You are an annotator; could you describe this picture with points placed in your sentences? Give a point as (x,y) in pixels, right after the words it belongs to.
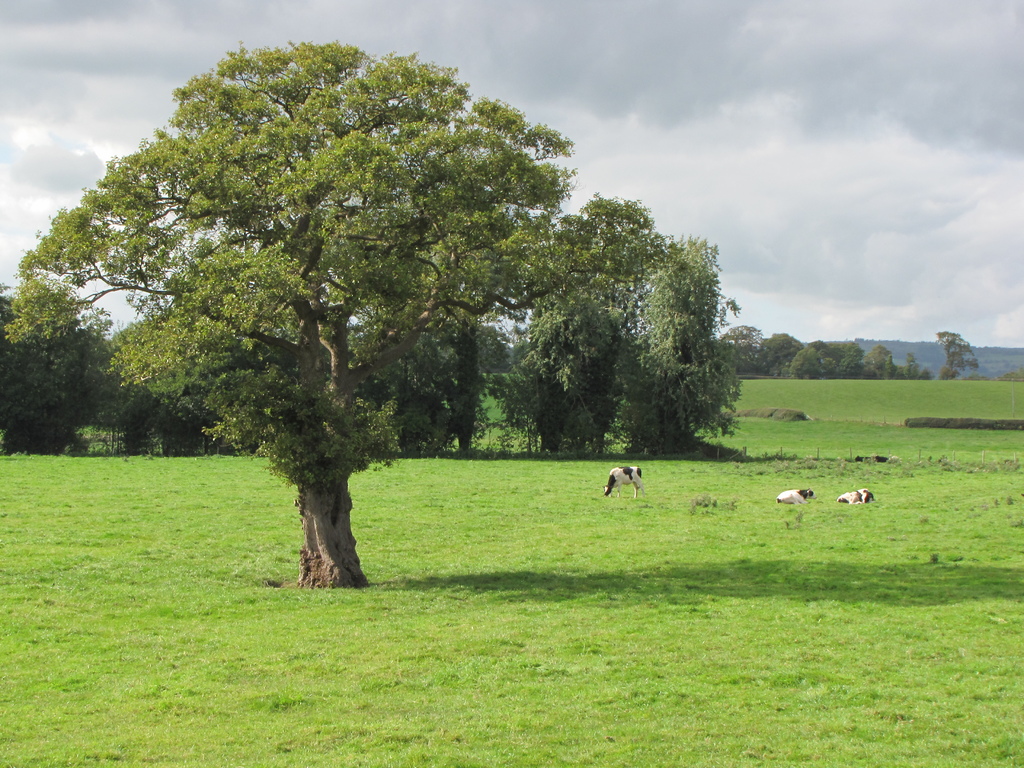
In this image I can see the ground (560,660), some grass (589,661) on the ground (650,583), few animals (625,481) which are brown and white in color on the ground (660,490). I can see few trees (534,427) which are green in color and in the background (974,375) I can see the sky (853,167) and a mountain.
